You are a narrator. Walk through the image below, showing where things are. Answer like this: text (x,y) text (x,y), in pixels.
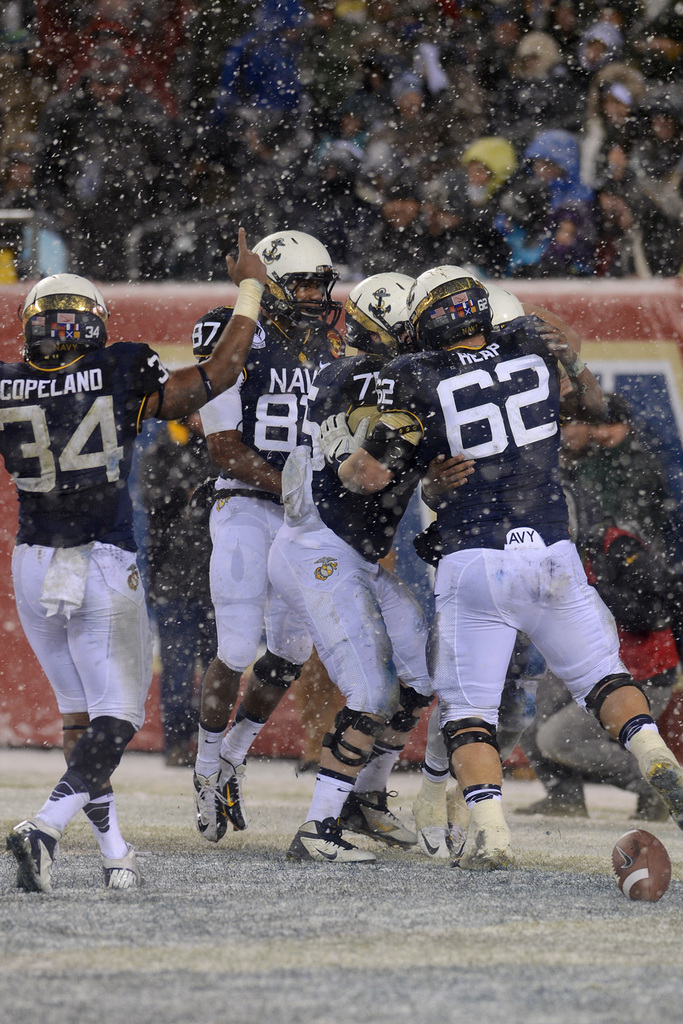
In the picture there are many people (353,671) present on the ground (132,955), they are wearing the same costume (284,350) and helmets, behind them there is a wall (15,666), behind the wall (10,673) there are people (512,27) present.
